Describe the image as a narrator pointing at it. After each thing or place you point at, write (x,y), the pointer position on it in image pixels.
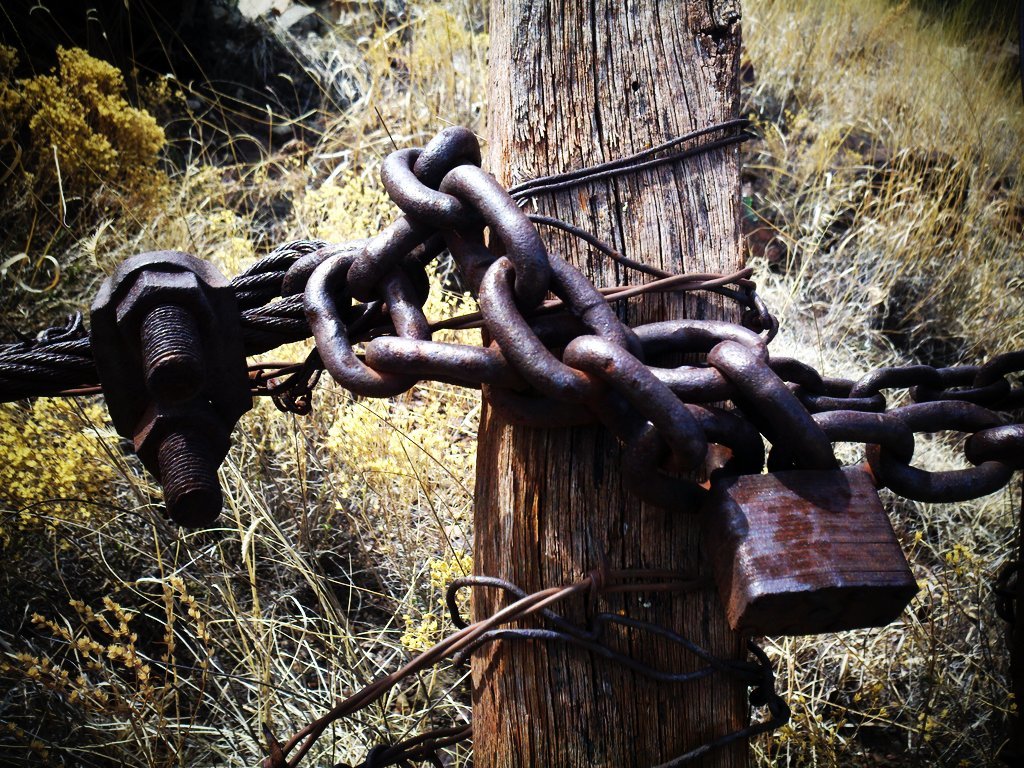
In this image we can see wooden pole (663,320) with a chain (471,354) and lock (770,485). There is a dry grass (379,495) in the background of the image (265,92).
